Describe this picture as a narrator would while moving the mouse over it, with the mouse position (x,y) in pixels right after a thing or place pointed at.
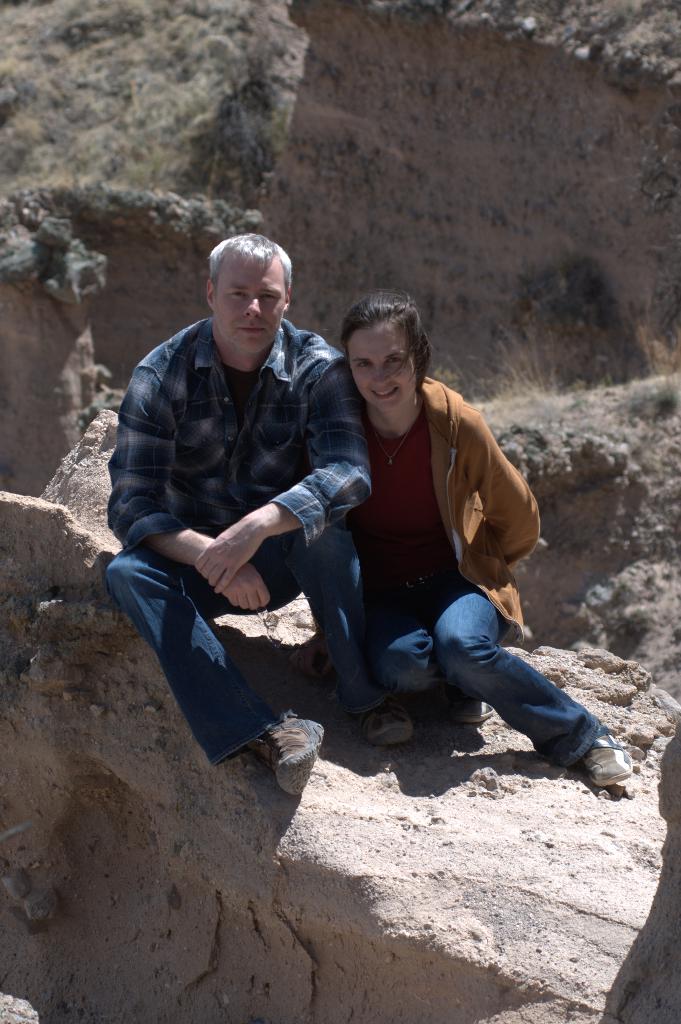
In the image there is an old man (286,733) with checks shirt (196,437) and jeans (259,562) sitting on stone (395,859) along with a woman (459,545) in brown sweatshirt (440,448), they both wearing shoe (308,760) and in the back (156,157) there are hills (485,163) with dry grass (144,122) all over it.
